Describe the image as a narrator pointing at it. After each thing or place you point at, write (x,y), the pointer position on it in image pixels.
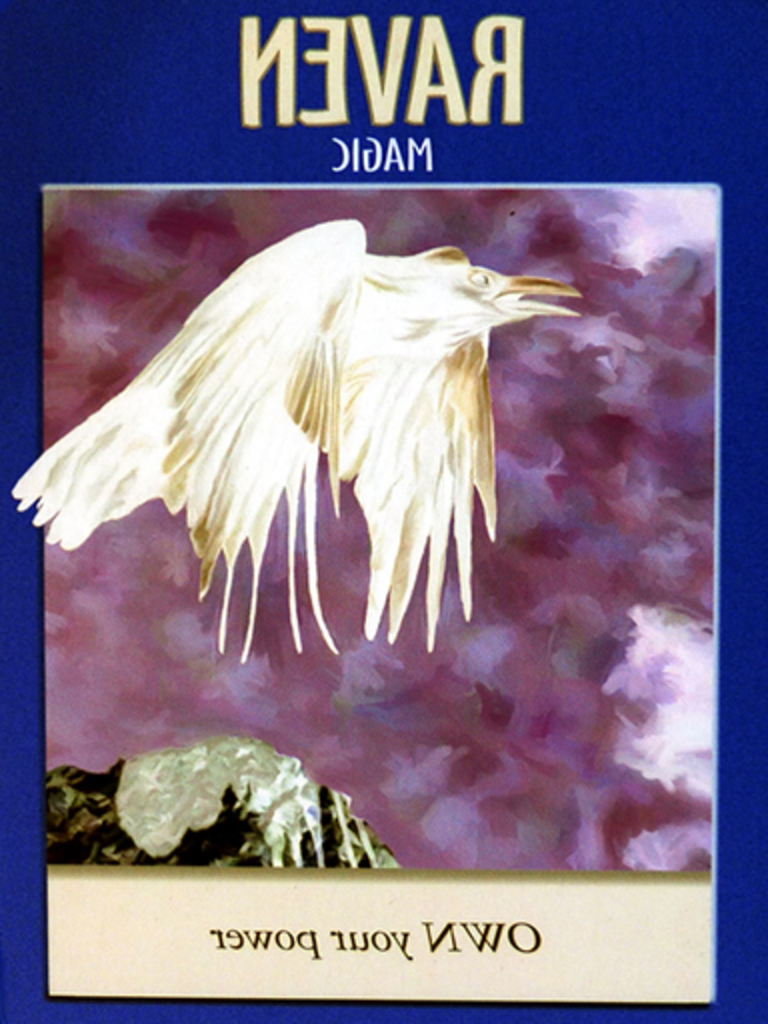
In this picture we can see a poster (81,643), on which we can see a bird (394,541) and some text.
